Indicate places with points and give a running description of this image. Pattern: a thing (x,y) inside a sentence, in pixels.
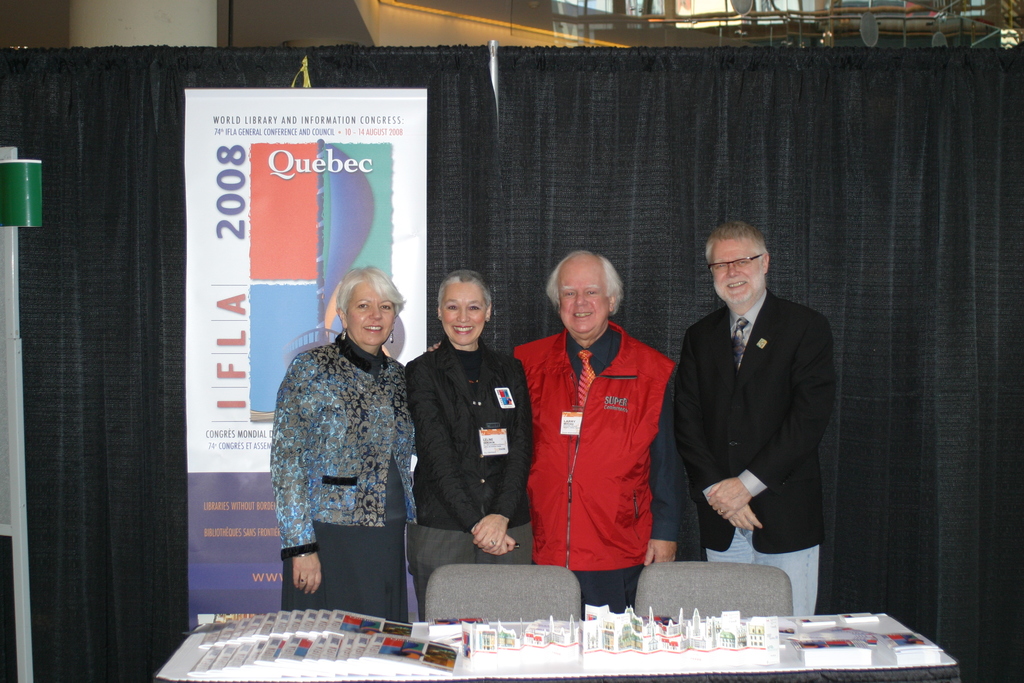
In the picture I can see four people (519,425) are standing on the floor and smiling. I can also see a table (554,671) which has some objects (641,618) on it and chairs (701,593). In the background (249,357) I can see a banner (231,307) which has something written on it, black color curtains (858,138) and some other things (19,548).
